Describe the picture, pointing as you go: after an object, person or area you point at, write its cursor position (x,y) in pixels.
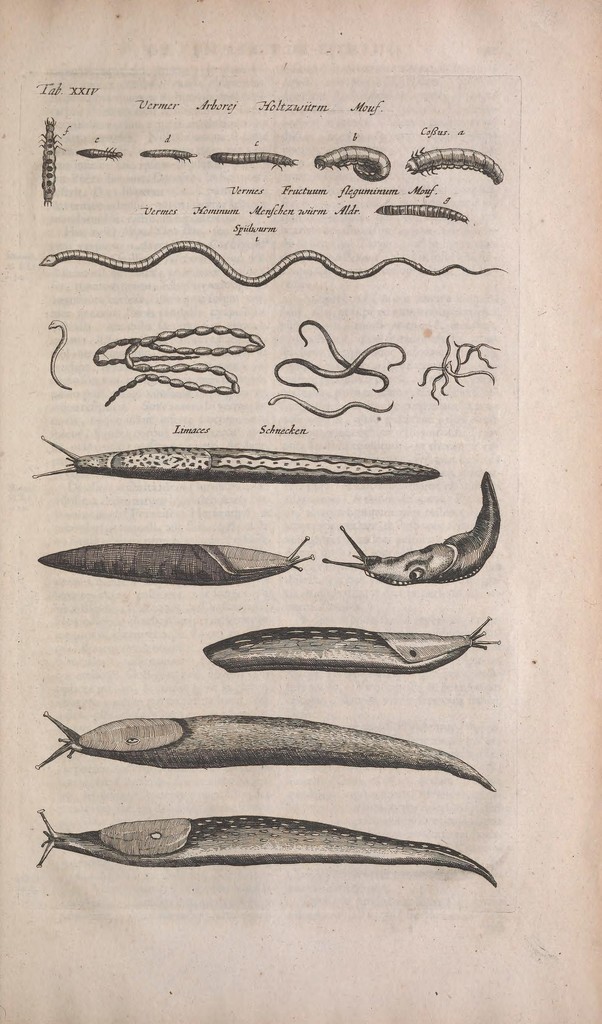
In this image there is one paper (288,554) and on the paper (264,205) there is text (343,191) and there are different types of worms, larvae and some slugs (286,477). And there is beige background (286,485).
